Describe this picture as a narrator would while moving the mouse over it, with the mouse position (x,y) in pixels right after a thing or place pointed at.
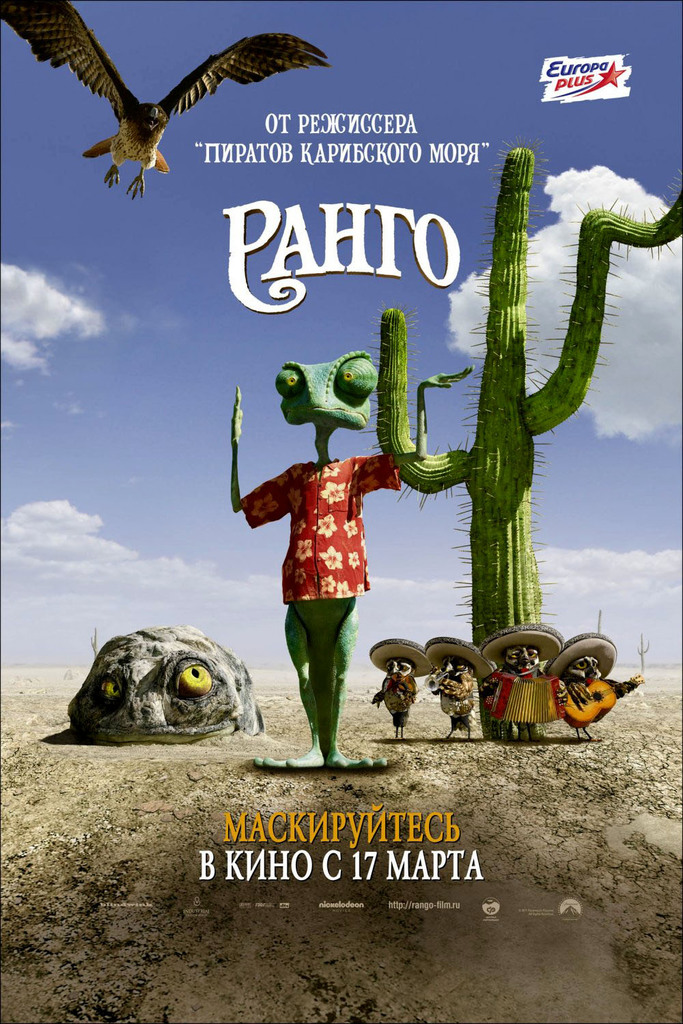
This looks like a poster (448,282), I can see different types of animals (112,660). This is a cactus plant (505,497) with thorns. Here is a bird (145,115) flying. These are the letters (395,868) on the poster (513,861). I can see the clouds (614,419) in the sky (101,551).
